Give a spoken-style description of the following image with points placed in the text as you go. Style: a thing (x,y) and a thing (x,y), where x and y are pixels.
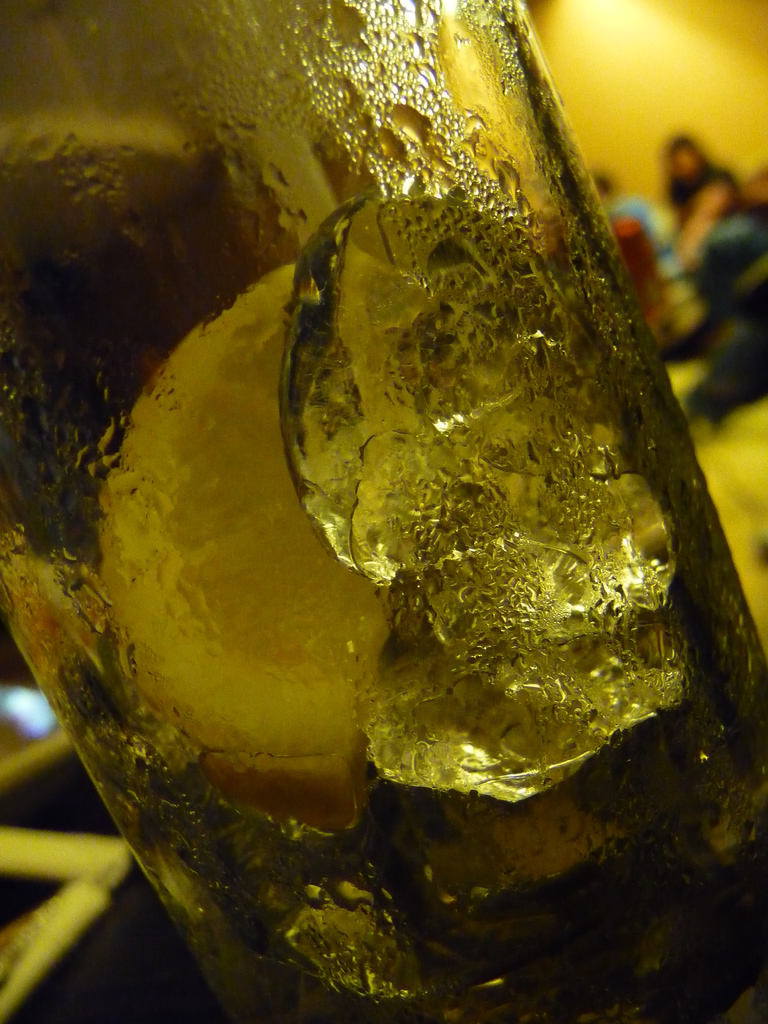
In this image I can see a glass bottle (344,535) and persons (666,204) in the background (692,236).
